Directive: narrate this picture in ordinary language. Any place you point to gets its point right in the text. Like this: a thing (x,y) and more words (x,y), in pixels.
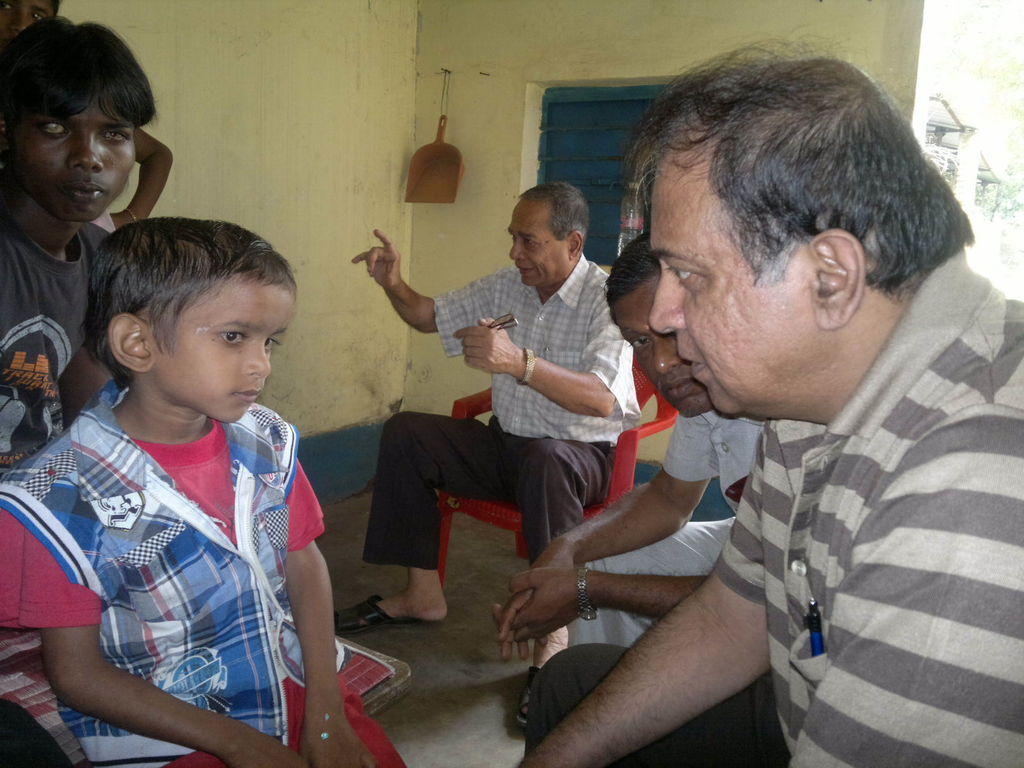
In this picture, we see people (702,486) sitting on the chairs (643,430). The man (551,408) in the middle of the picture (565,350) wearing a white shirt (565,350) is holding spectacles (495,320) in his hand (472,348) and he is explaining something. Behind him, we see a blue window (557,170) and yellow wall (344,158). In the right top of the picture (943,48), we see trees (990,190). This picture is clicked inside the room (456,204).
